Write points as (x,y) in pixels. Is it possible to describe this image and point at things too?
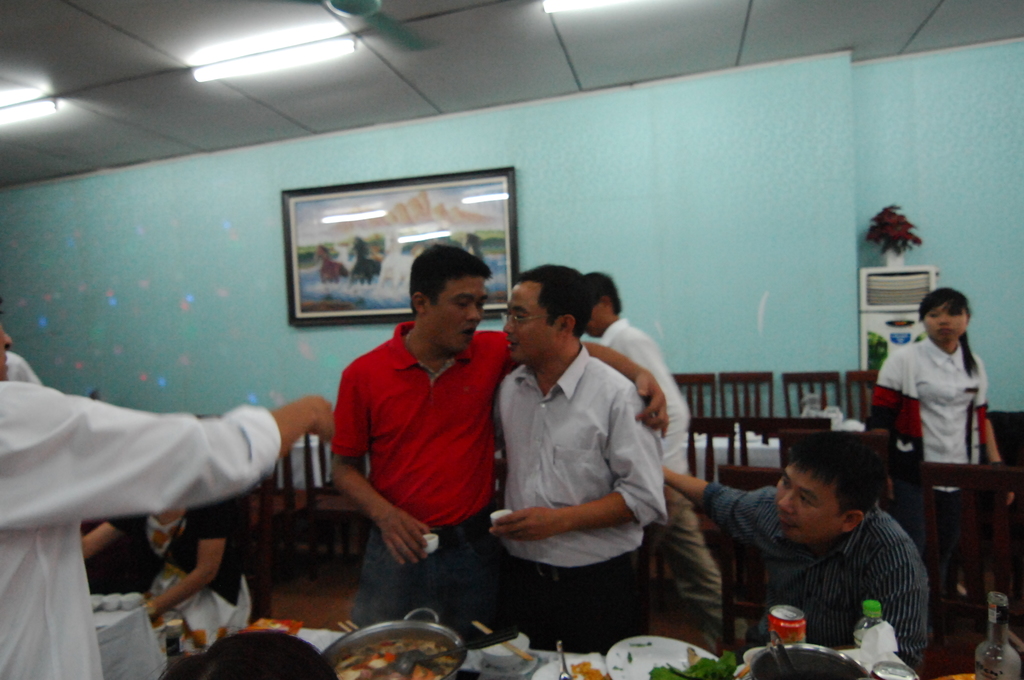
In this image we can see people (682,409) standing on the floor (674,628) and some are sitting on the chairs (262,592) and tables (266,621) are placed in front of them. On the tables (405,642) we can see serving plates (405,642) with food (440,646) in them, cutlery (459,645), crockery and beverage tins (776,622). In the background (906,235) there are electric lights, flower vase (887,222) on the air cooler (897,282) and a wall hanging (495,254) to the wall (564,243).
